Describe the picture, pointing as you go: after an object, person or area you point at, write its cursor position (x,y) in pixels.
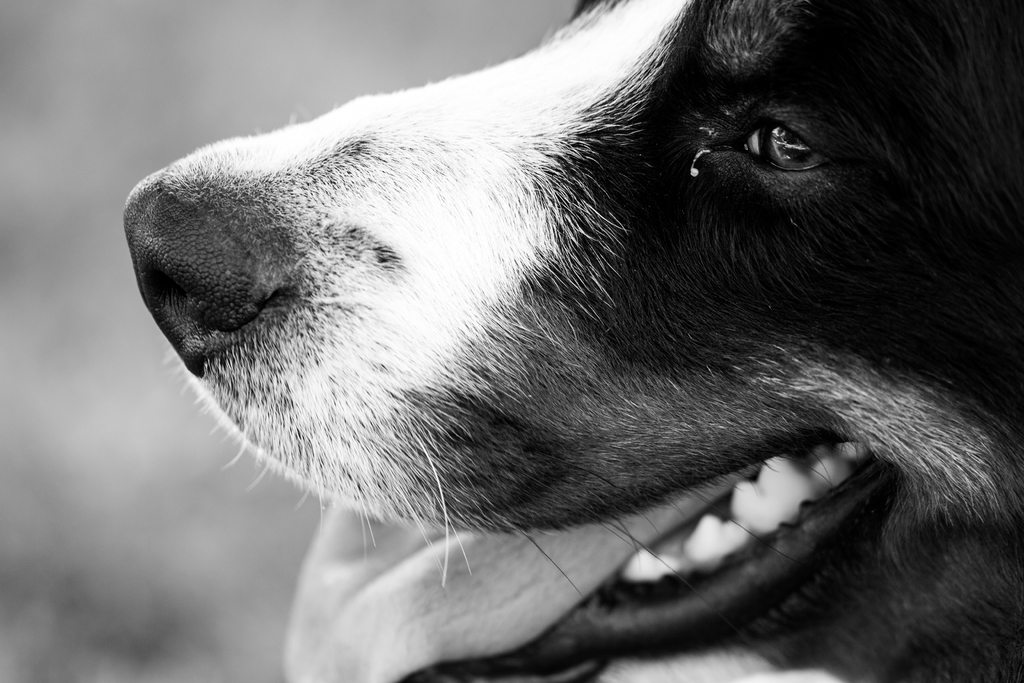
In the image in the center (407,385), we can see one dog (486,453), which is in black and white color.
